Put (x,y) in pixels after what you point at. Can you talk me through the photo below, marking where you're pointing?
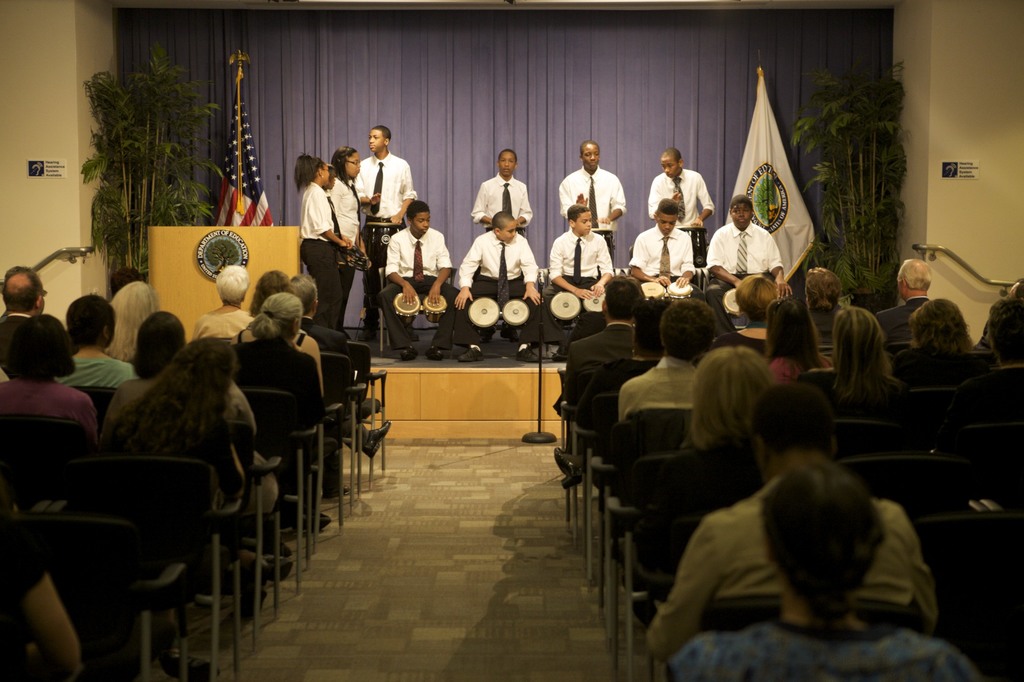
In the image we can see there are kids (498,266) sitting on the stage (506,413) and they are playing drums (522,303). There are other kids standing on the stage (436,341) and there are flags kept behind. There are spectators (276,381) sitting on the chair (93,522) and watching them.
